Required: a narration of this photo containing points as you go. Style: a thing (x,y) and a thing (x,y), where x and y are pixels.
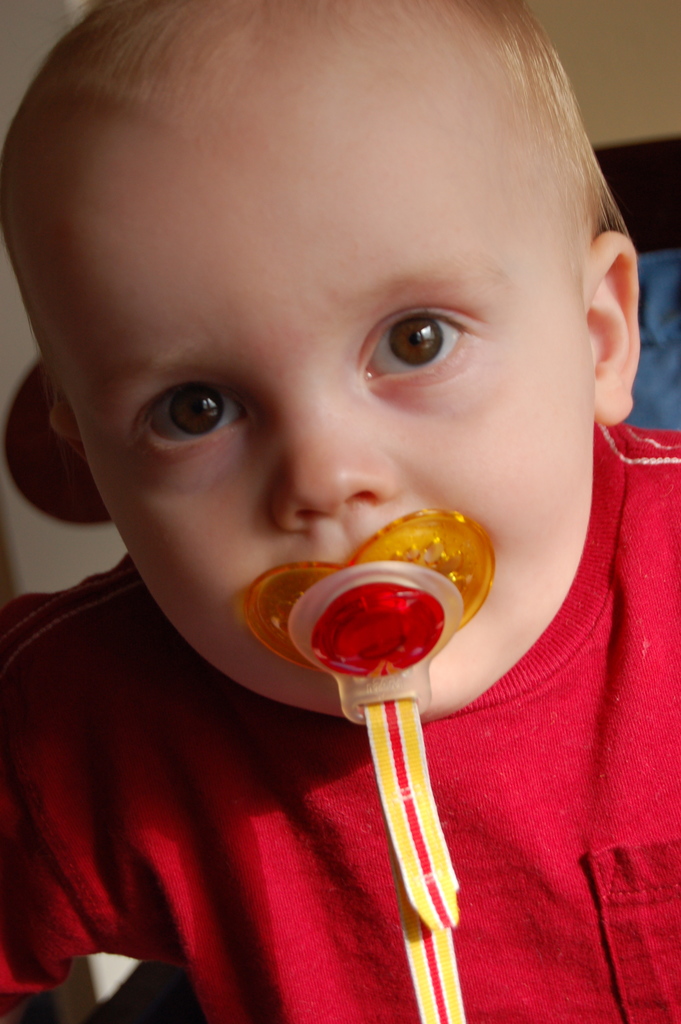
In this image we can see the child (386,400) and object (356,638) in his mouth (425,593). And at the back (605,101) we can see the wall (668,119) and objects (668,261).
